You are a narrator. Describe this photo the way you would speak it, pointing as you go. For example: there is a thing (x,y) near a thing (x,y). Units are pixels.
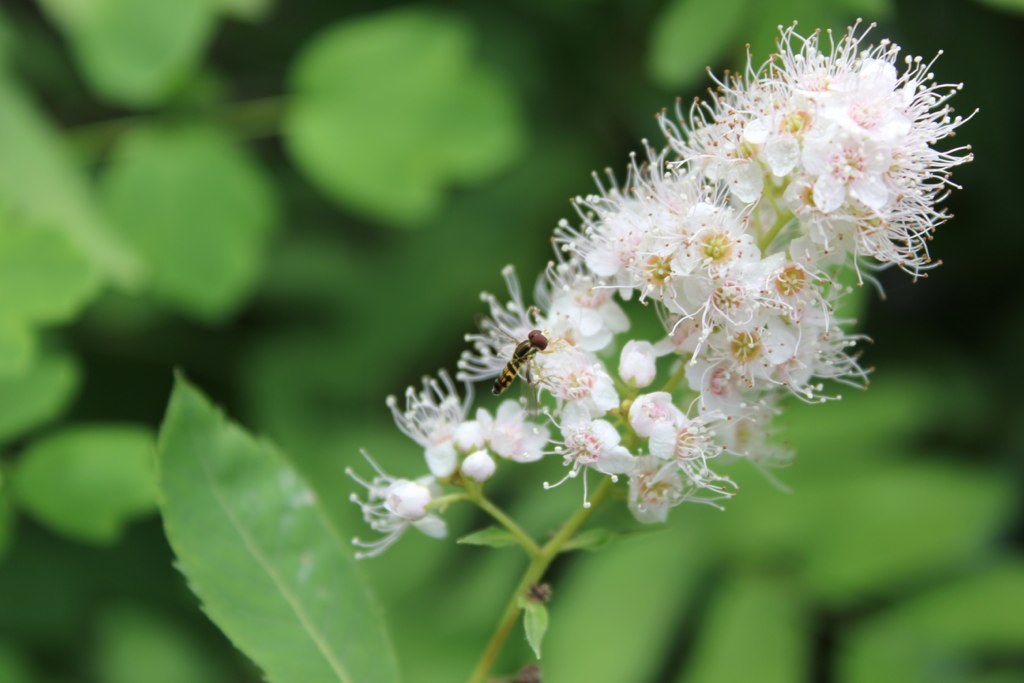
In the image we can see tiny flowers (742,339), white in color. On it there is an insect (525,372) sitting, here we can see the flower stem (515,617) and leaves (87,449).
